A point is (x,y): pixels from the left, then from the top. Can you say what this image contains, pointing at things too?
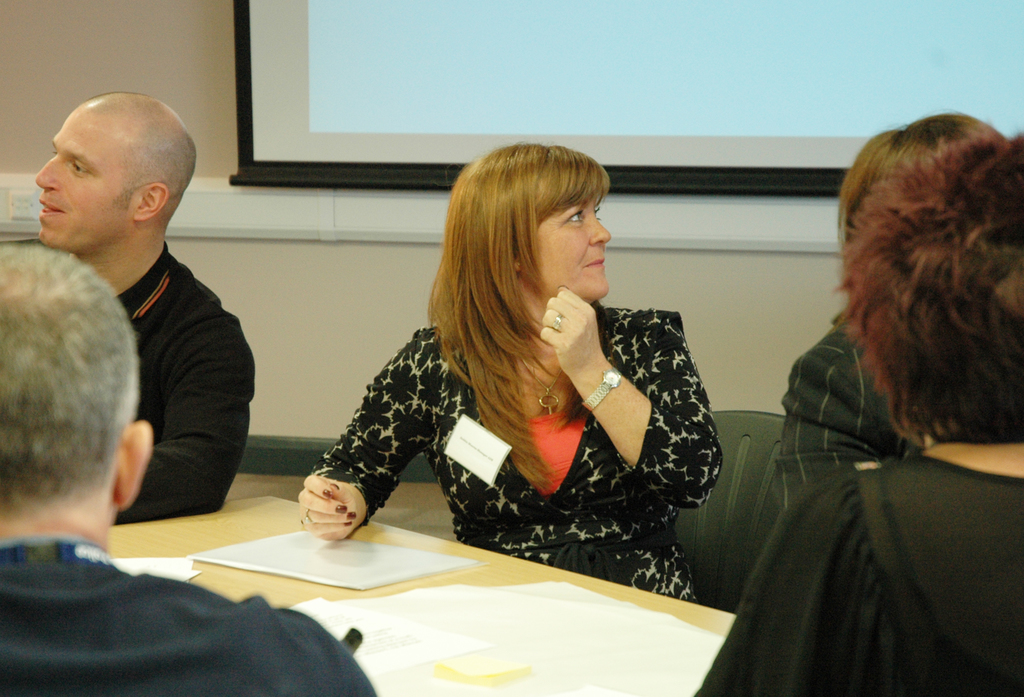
In this image I can see few people (334,449) are sitting on chairs (723,511). I can also see most of them are wearing black dress (671,441). Here I can see a table (666,603) and on it I can see white colour papers (357,588). In background (322,176) I can see projector screen (268,66).
